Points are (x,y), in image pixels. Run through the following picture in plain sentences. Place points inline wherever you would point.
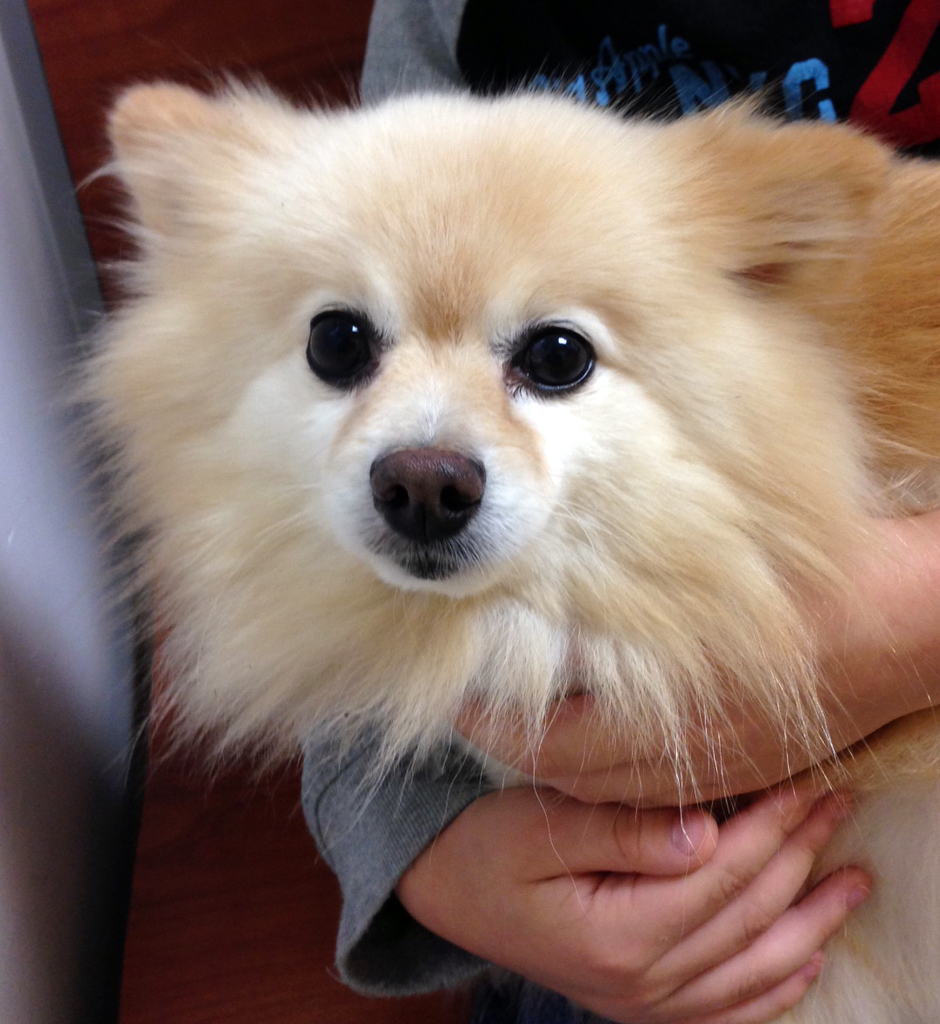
There is a person (702,25) holding a white color dog (715,519) with both hands (866,649). In the background (263,972), there are other objects (70,759).
